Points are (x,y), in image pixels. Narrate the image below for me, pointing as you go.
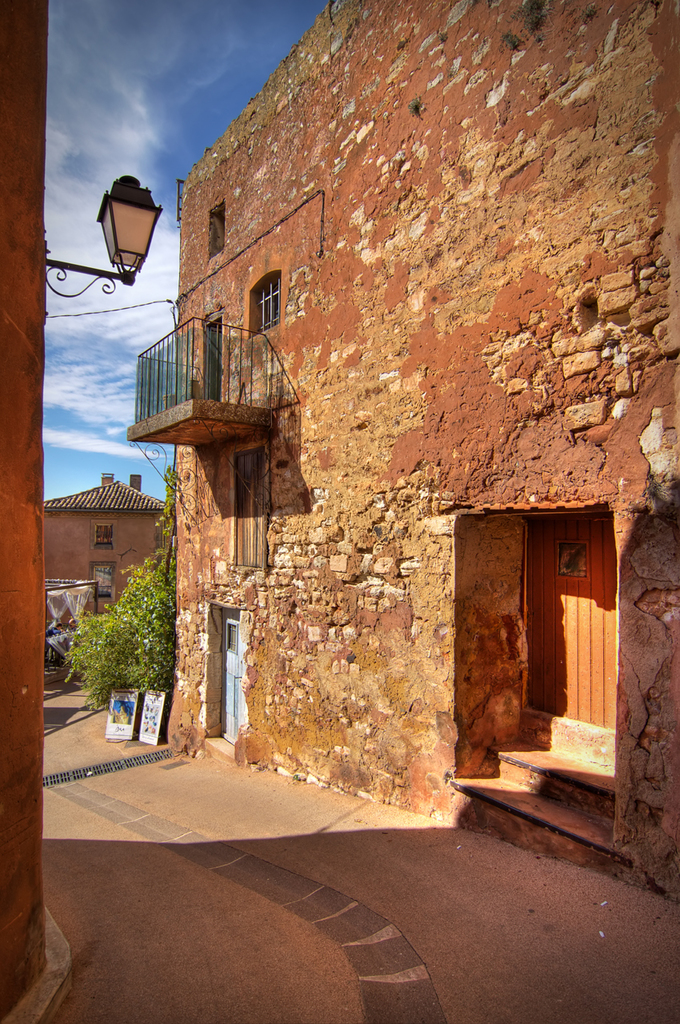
In this image I can see a path (175,862) in between the buildings (254,515), staircases (526,818) and lights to the walls (277,517).
